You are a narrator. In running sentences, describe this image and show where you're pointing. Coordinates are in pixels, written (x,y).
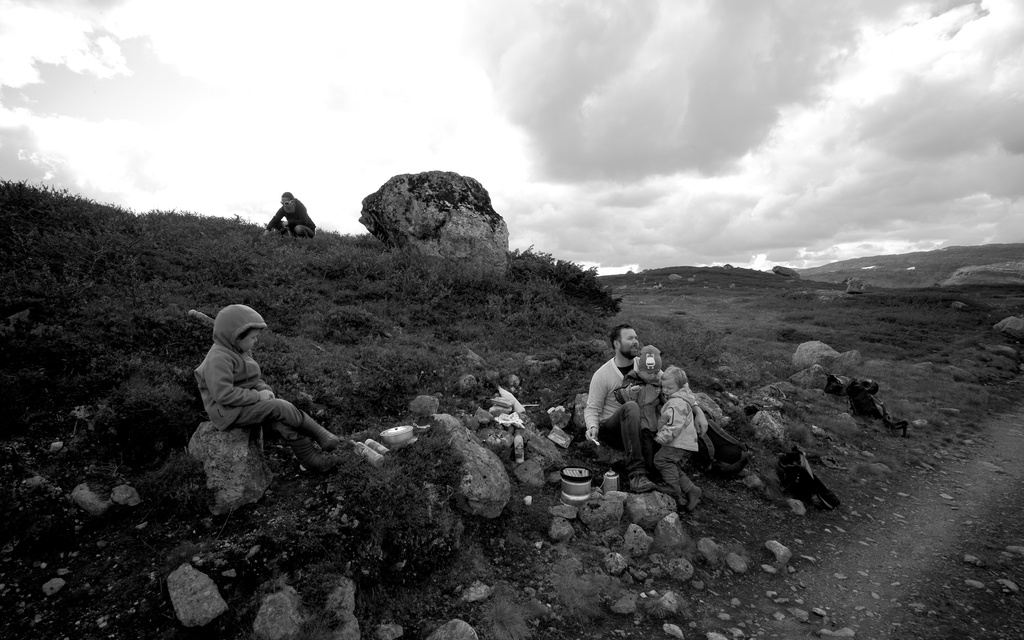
On the left side (263,396), there is a child (223,388) sitting on a rock (251,442). Beside him, there are bottles (386,447), a bowl (400,438) and other objects (416,422). On the right side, there is a person (593,393) sitting on a rock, holding a child (643,373) who is in the cap (656,361). Beside this child (650,404), there is another child (675,461). Beside them, there are bottles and other objects (521,425) on the ground (743,479) on a hill (550,473), on which there are rocks (636,507), bags (732,464) and plants (826,434). Above these persons (674,479), there is a person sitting on the grass (332,235). In the background (812,261), there are mountains (706,268) and there are clouds (347,30) in the sky (281,34).
